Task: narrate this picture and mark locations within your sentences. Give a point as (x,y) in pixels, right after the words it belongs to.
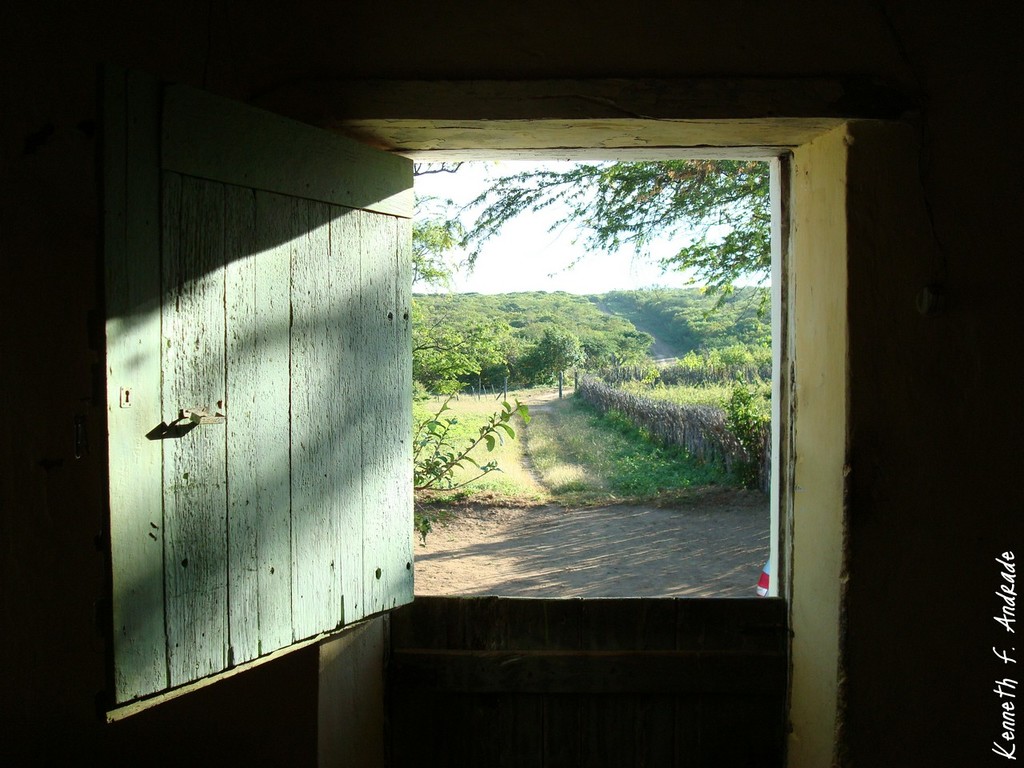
In this image there are doors (386,461), wall (992,442), plants (612,415), grass (568,401), trees (715,343), sky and a watermark (995,650) on the image.
